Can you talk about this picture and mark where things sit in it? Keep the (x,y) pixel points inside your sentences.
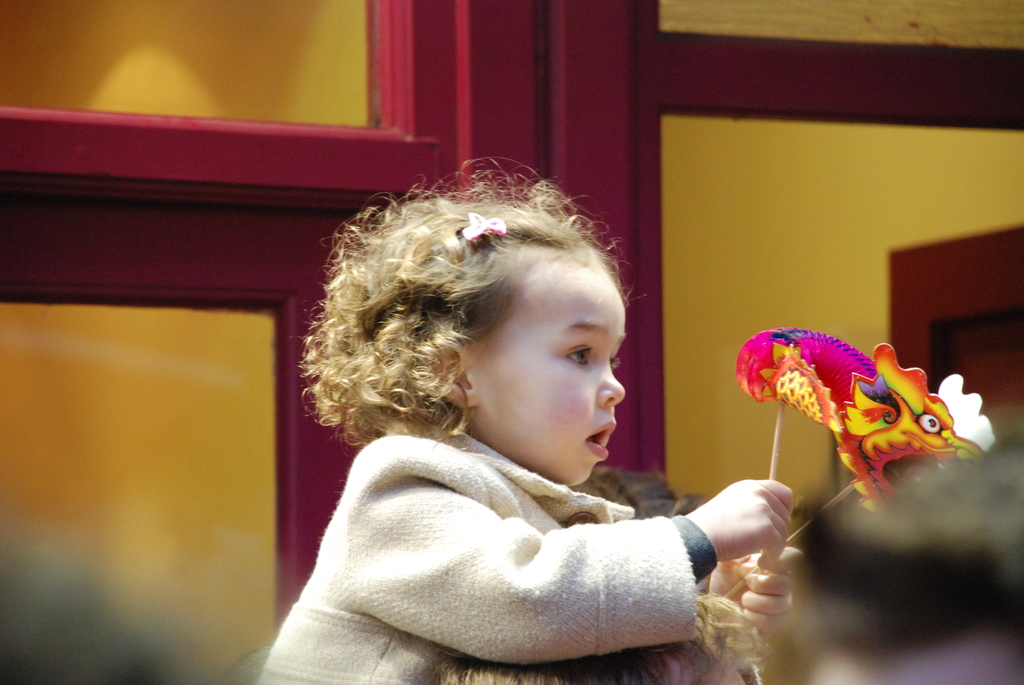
In this image a girl (348,242) is wearing a jacket (580,586) and she is holding stick (774,489) having few masks (908,438) on it. Bottom of image (685,684) there is a person (713,636). Behind it there is a glass door (159,422).
